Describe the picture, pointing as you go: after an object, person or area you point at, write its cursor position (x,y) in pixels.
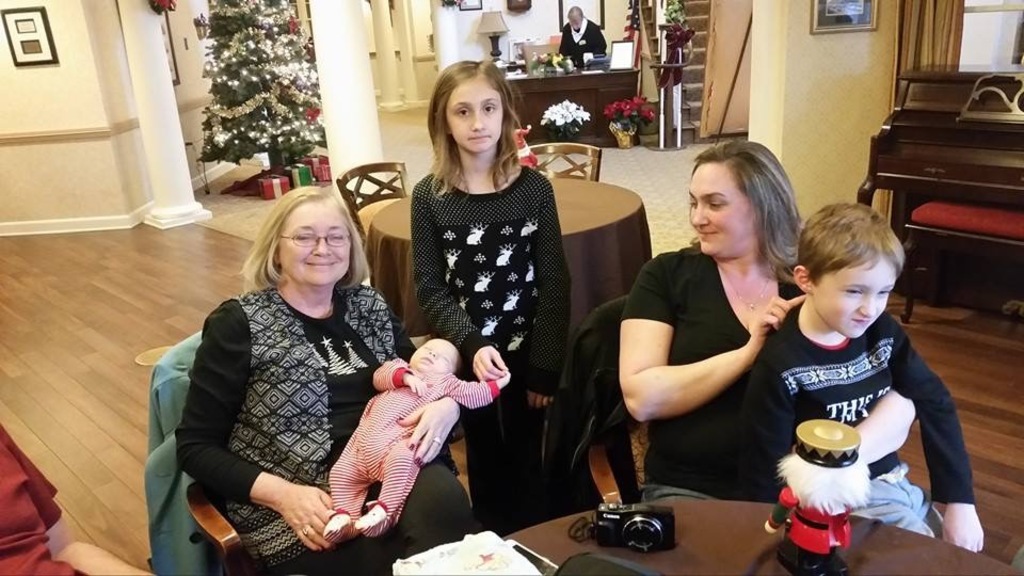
As we can see in the image there is a wall (56,25), photo frame (46,36), Christmas tree (278,90), lamp (499,12), plants (576,111), flowers (633,113), stairs (688,103), few people (487,274) sitting on chairs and tables (923,539). On table (880,545) there is a toy (822,507) and camera (617,537).
